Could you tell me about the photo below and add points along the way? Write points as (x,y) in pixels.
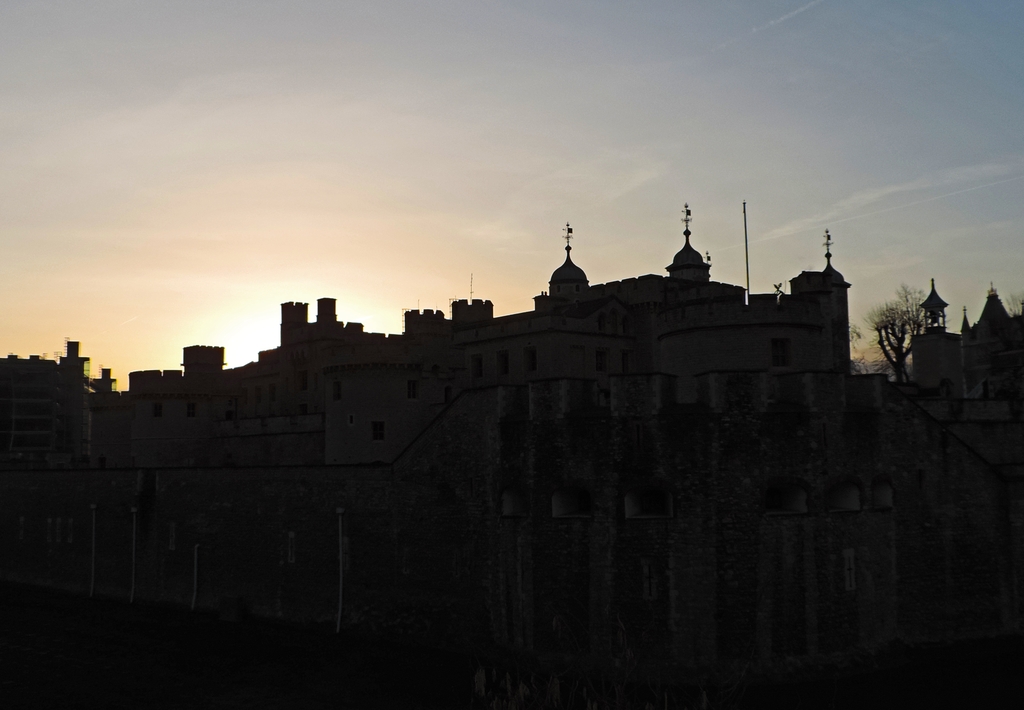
I see this image is a bit dark and I see number of buildings (419,431) over here and in the background (624,124) I see the sky (547,113) and I see the trees (881,307) over here.
